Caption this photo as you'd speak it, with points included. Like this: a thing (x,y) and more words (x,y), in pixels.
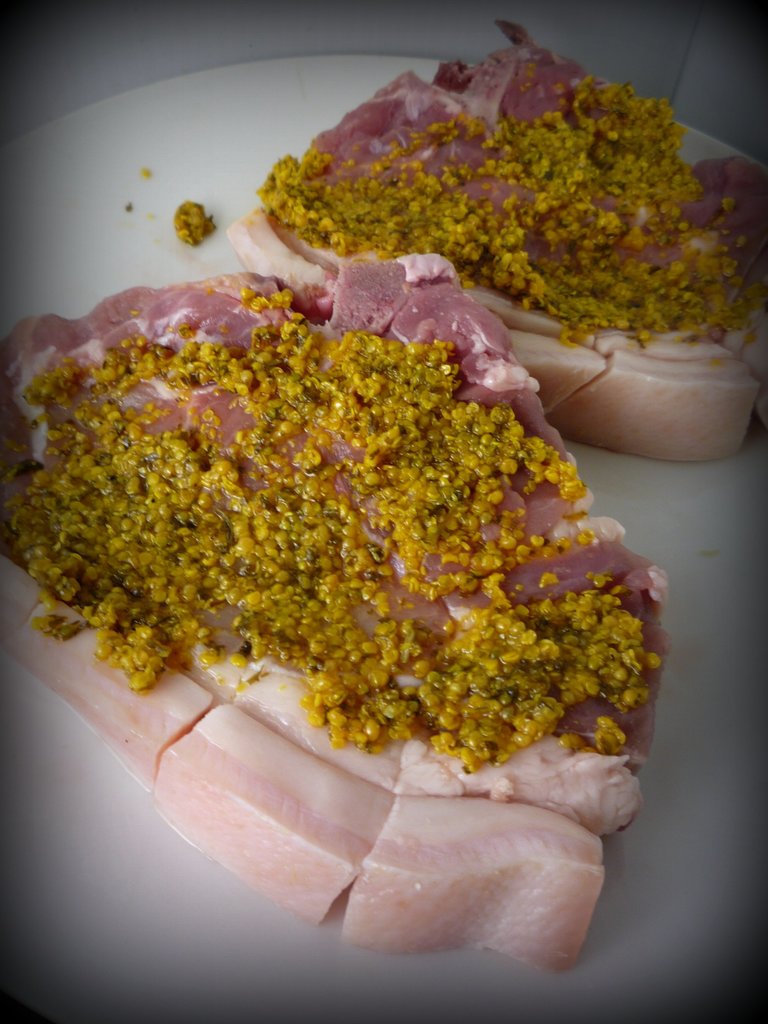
In this image we can see food items (310,206) in the plate (135,279) on a platform (339,35).
